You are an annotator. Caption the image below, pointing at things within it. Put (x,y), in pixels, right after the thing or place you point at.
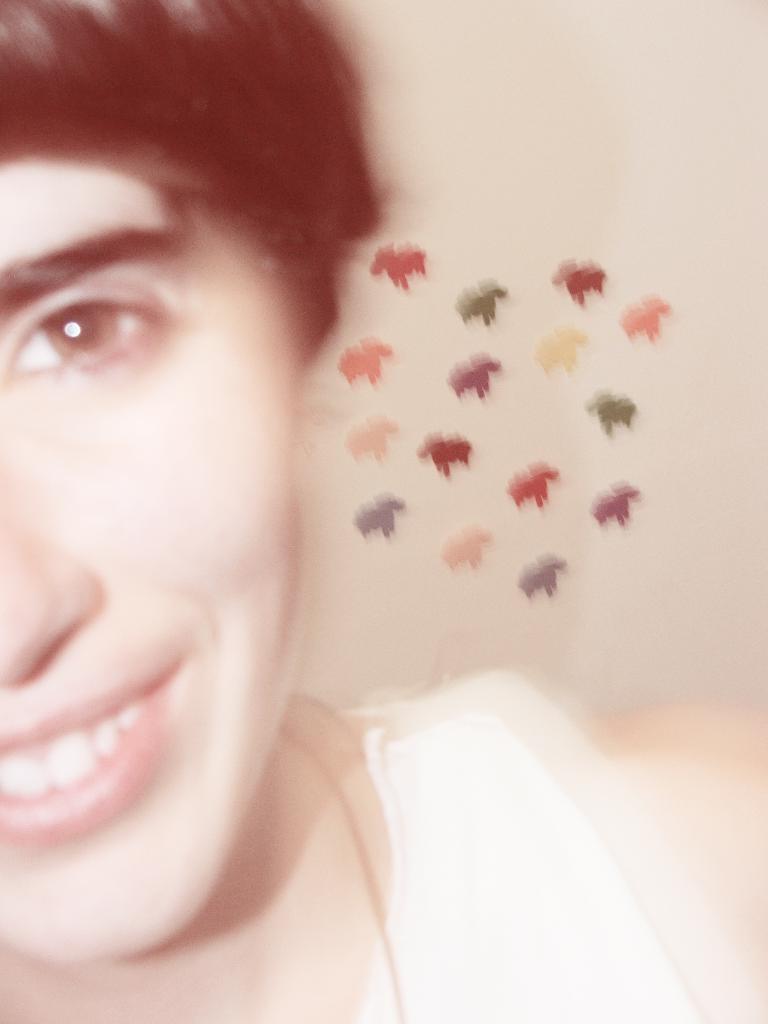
In this image, we can see a person (642,857) and we can see some stickers like objects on the wall (518,407).
